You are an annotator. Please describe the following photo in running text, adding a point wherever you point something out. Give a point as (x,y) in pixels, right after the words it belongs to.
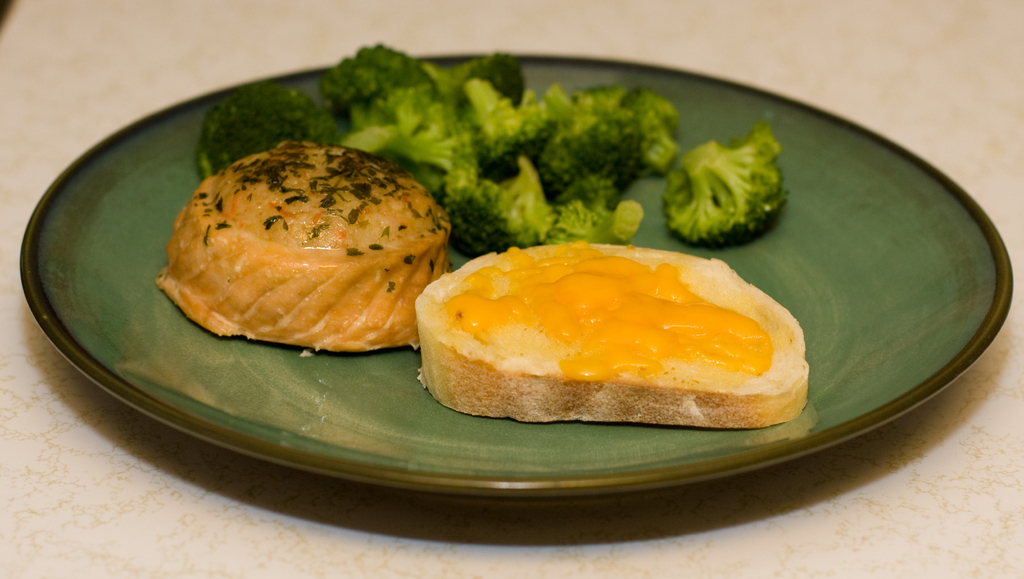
In the image there is a green plate (239,379) with broccoli (240,155) and some other food items (264,285).
